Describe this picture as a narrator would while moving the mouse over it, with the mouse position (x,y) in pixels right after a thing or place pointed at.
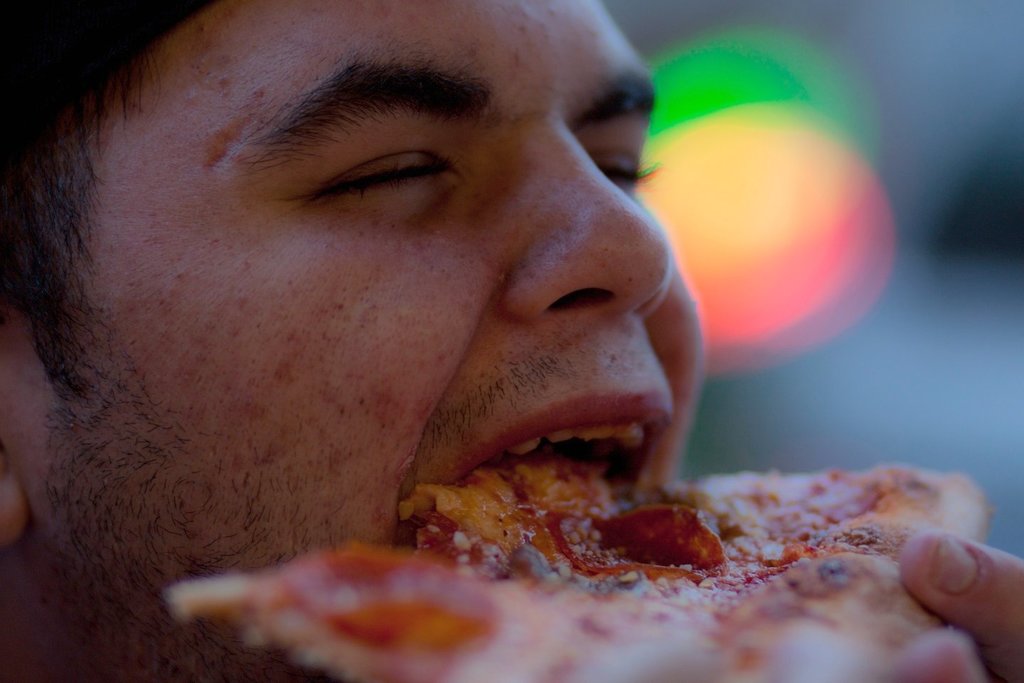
In the center of the image (375,331) there is a person (405,536) eating food (556,619).
